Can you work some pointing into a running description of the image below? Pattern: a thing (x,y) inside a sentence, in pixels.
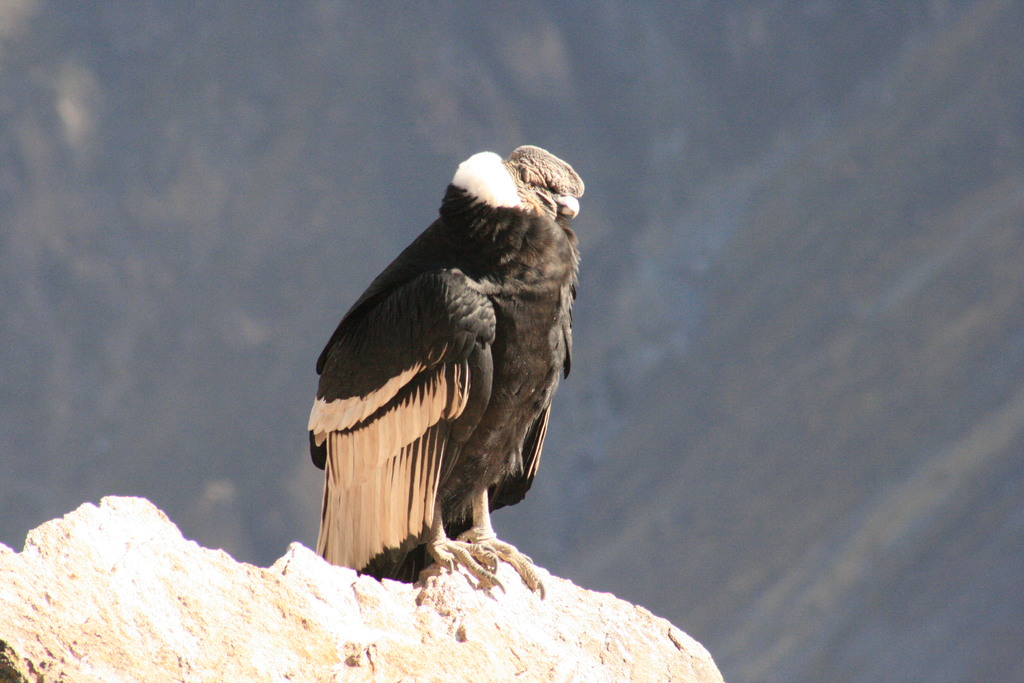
In this image we can see a bird (418,311) on the rock (455,618) and blur background (261,160).
